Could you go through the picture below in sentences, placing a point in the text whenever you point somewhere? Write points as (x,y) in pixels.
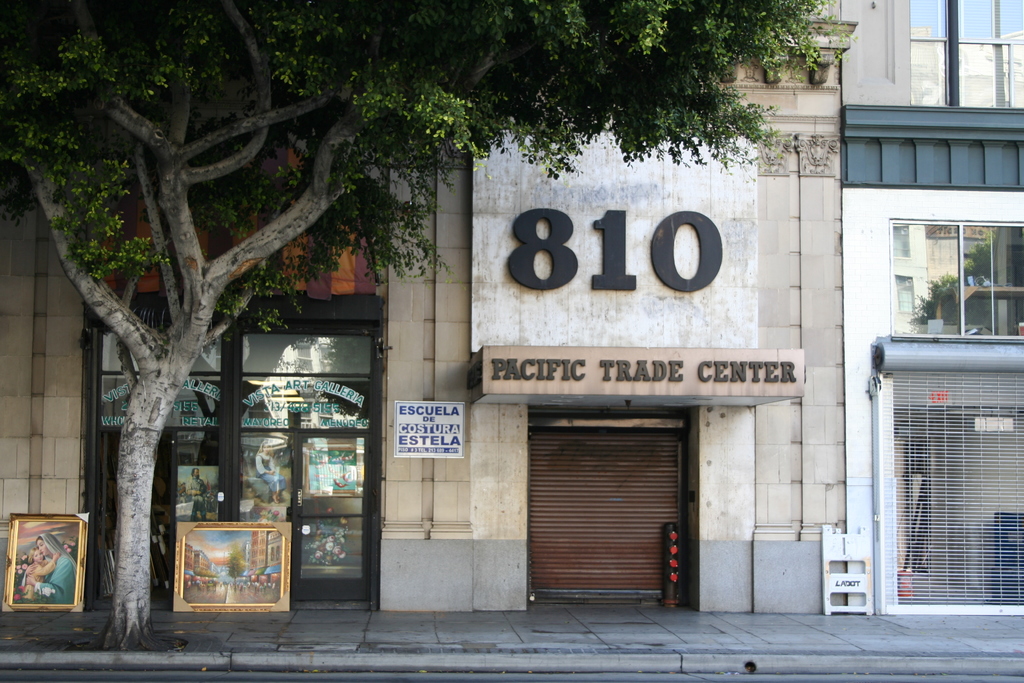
Here we can see a building (471,167). These are glass windows (281,407). On this wall (458,178) and glasses (341,470) there are posters (257,469). In-front of this building (521,319) there is a tree (187,238) and pictures (193,559).
